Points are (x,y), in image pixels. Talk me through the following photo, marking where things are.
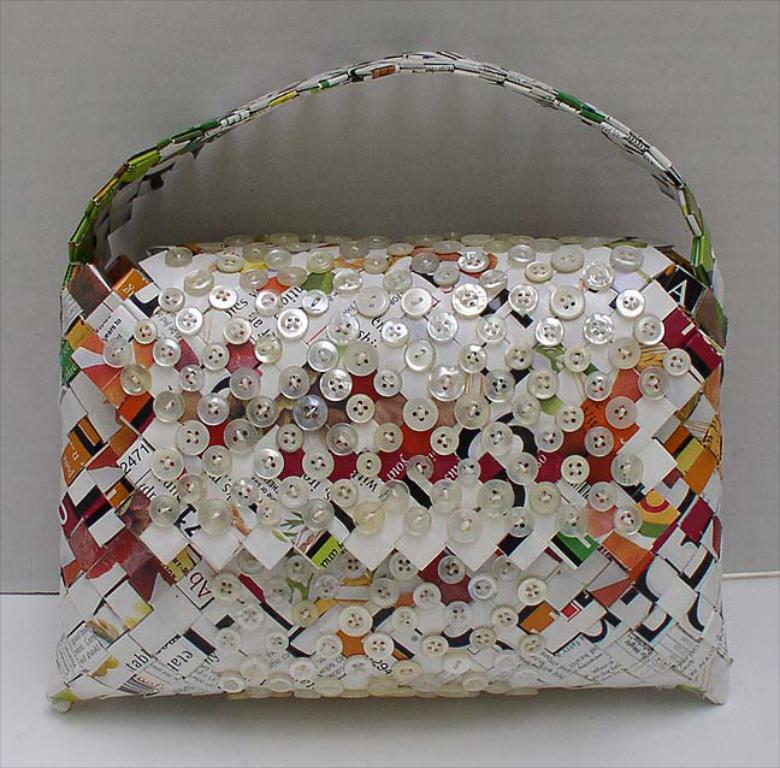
This is a bag (417,438) with buttons (426,528) are stitched on it.
